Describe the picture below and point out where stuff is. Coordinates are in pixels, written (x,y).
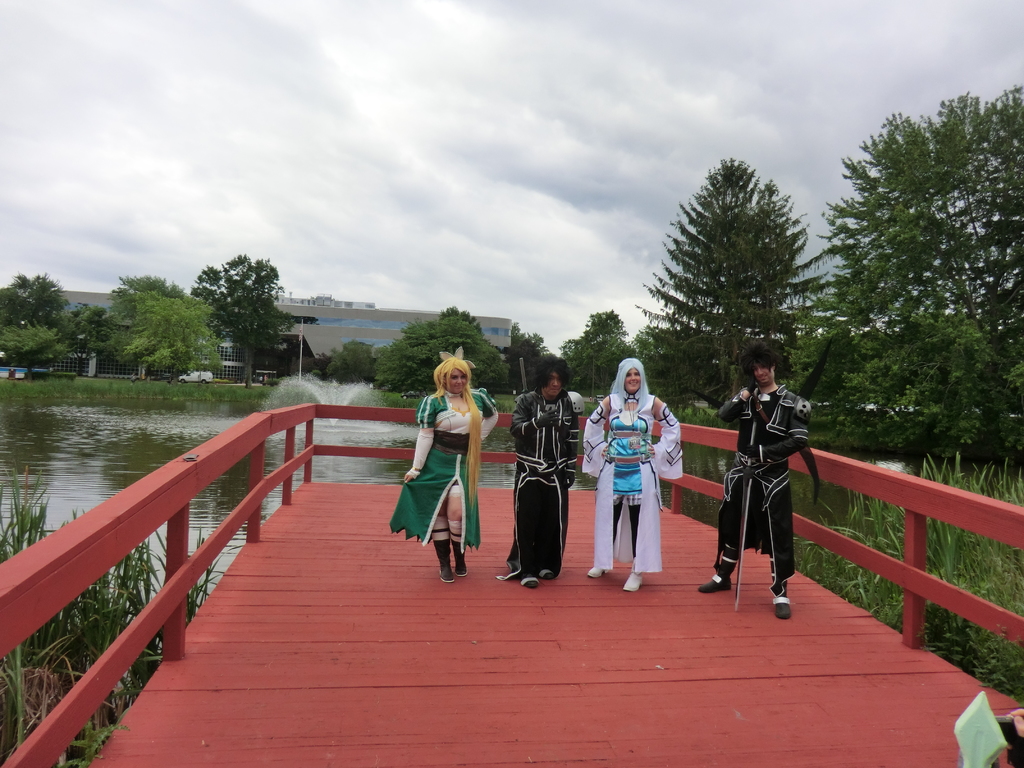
In this image we can see a group of people (660,454) standing on the bridge (466,586). We can also see a fence (43,614), plants (37,640), the fountain (303,379), water (317,436), a truck (206,380), a group of trees (595,363), a building (317,317) and the sky (448,144) which looks cloudy.
